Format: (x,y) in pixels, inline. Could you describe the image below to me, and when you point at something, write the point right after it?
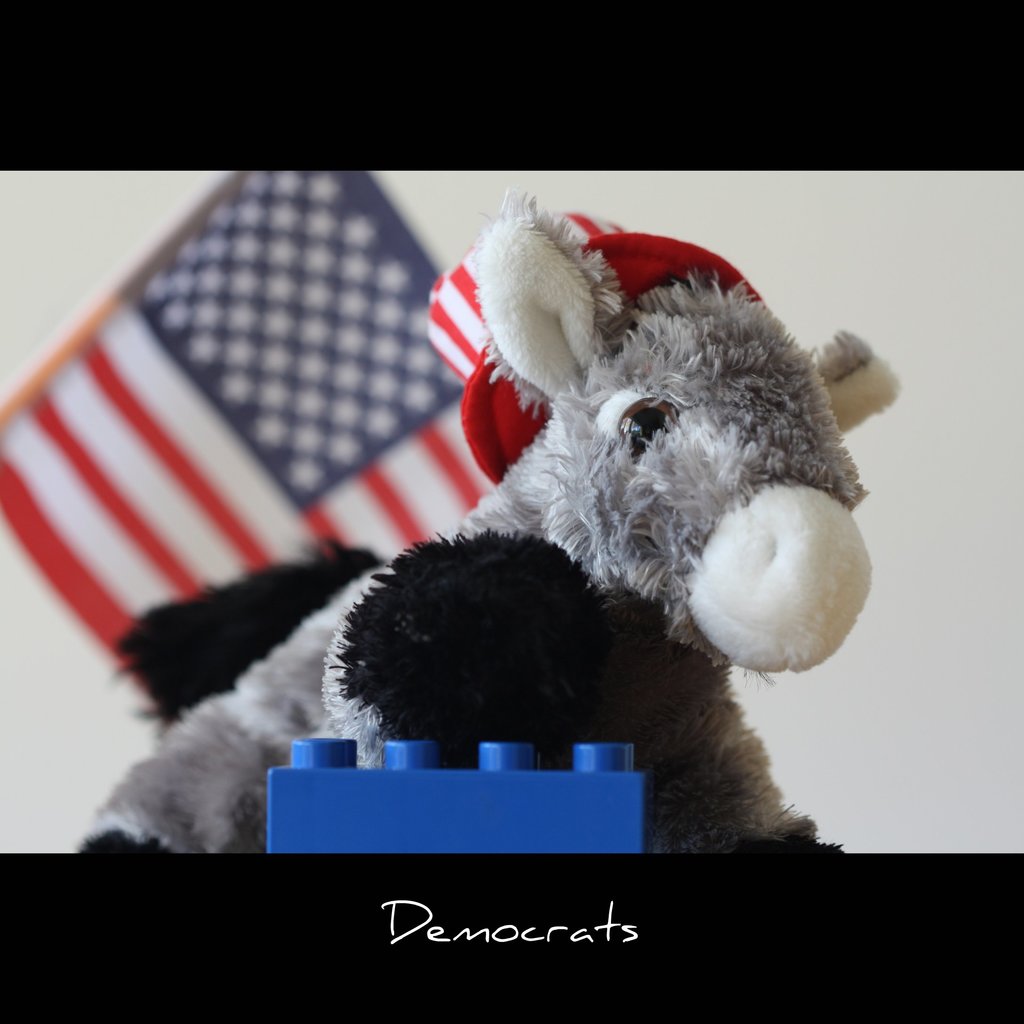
This is an edited image, in this image there is a toy (631,471), in the background (111,449) there is a flag (204,299) and a wall (952,471), at the bottom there is some text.
